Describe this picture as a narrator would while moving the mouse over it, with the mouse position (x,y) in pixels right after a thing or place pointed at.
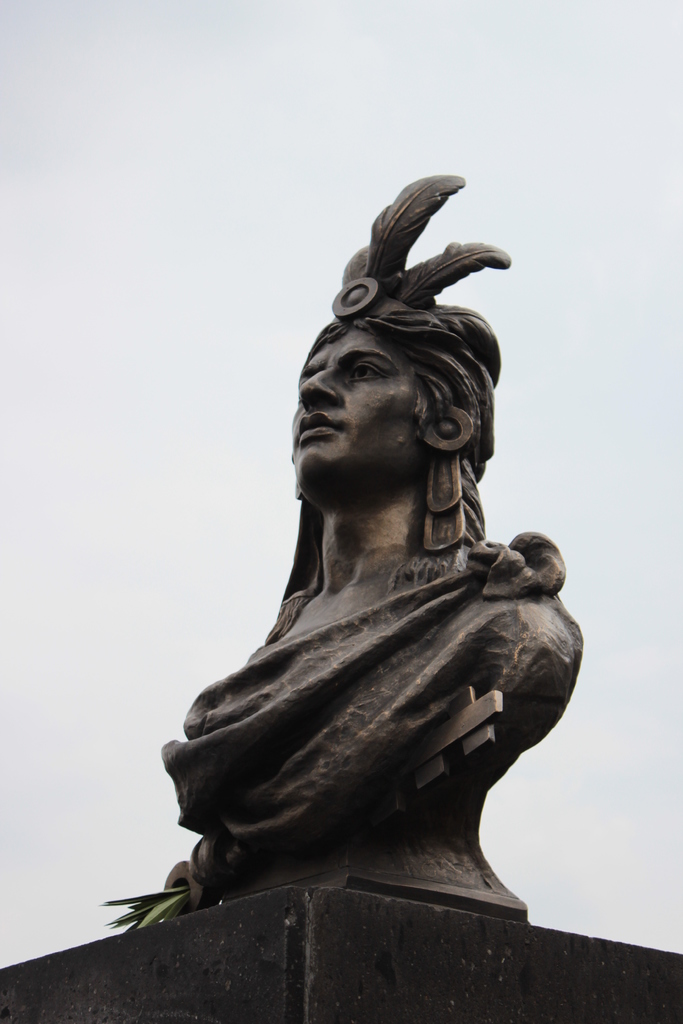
In front of the image there is a statue (351,460). There are leaves (149,907). In the background of the image (182,298) there is sky (167,261).
